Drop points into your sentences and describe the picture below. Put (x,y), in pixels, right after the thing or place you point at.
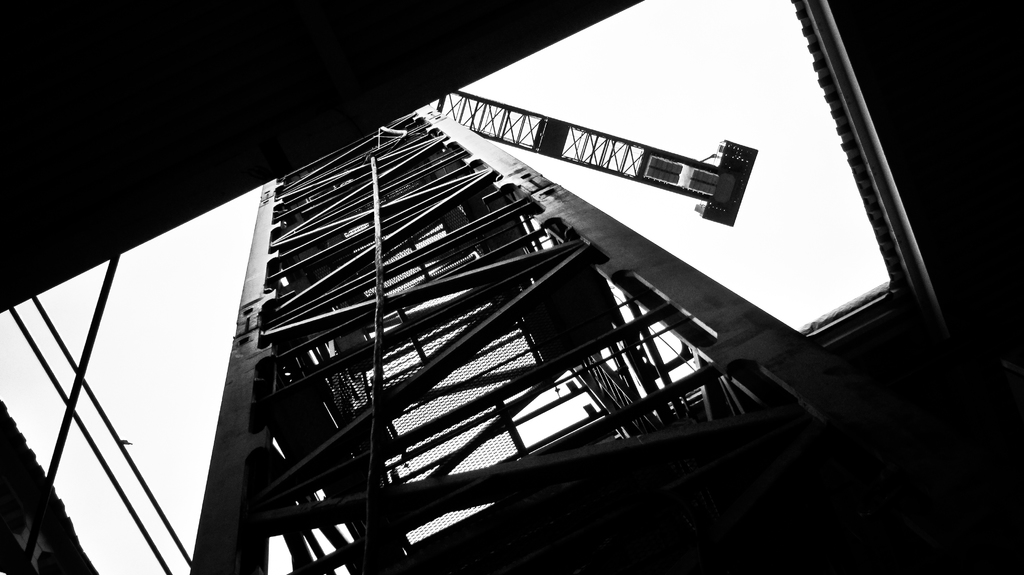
In this image I can see a building (302,102), metal rods (679,312) and the sky (631,85). This image is taken may be in a building (463,392).
